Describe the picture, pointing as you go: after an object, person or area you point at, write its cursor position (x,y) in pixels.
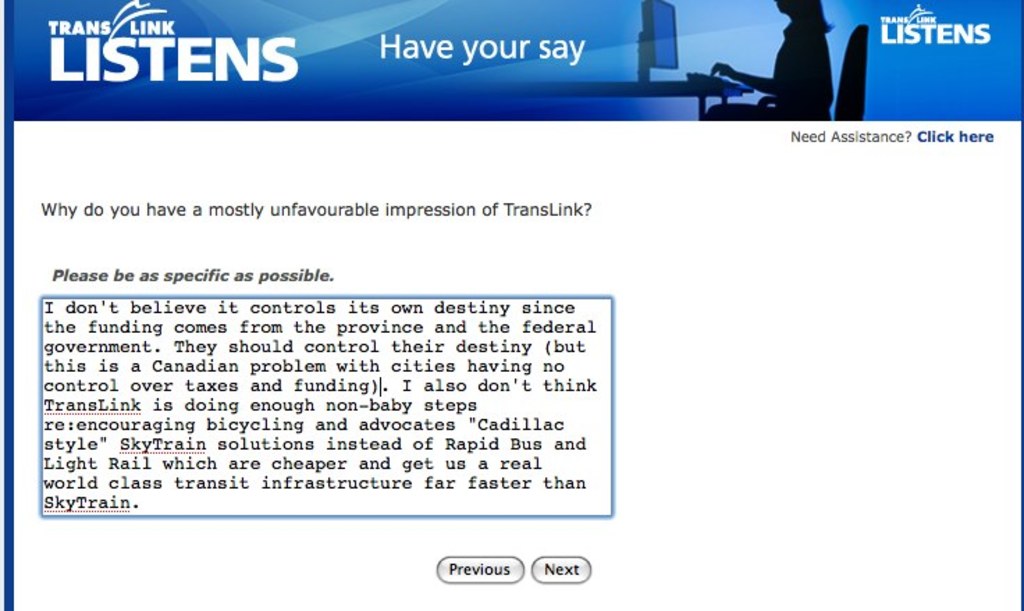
In this picture, we see the monitor screen (435,302) which is displaying the text (353,341). At the bottom (468,561), we see the buttons (492,575). At the top (113,29), it is blue in color and we see some text (400,51) written. In the background (768,256), it is white in color.
